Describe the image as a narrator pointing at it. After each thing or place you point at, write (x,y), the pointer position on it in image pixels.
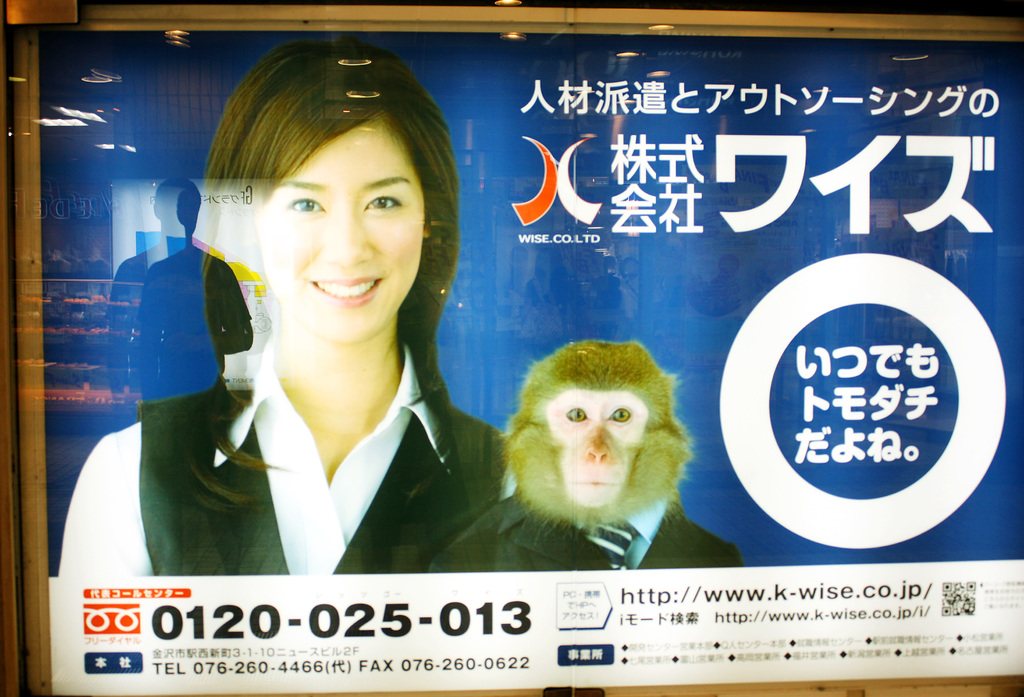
In the center of the image (574,458) there is a poster (508,660) in which there are depictions (161,466) of person (418,391) and animal (592,509). There is some text (655,614). To the left side of the image (167,191) there is a reflection (194,218) of a person (217,334).
